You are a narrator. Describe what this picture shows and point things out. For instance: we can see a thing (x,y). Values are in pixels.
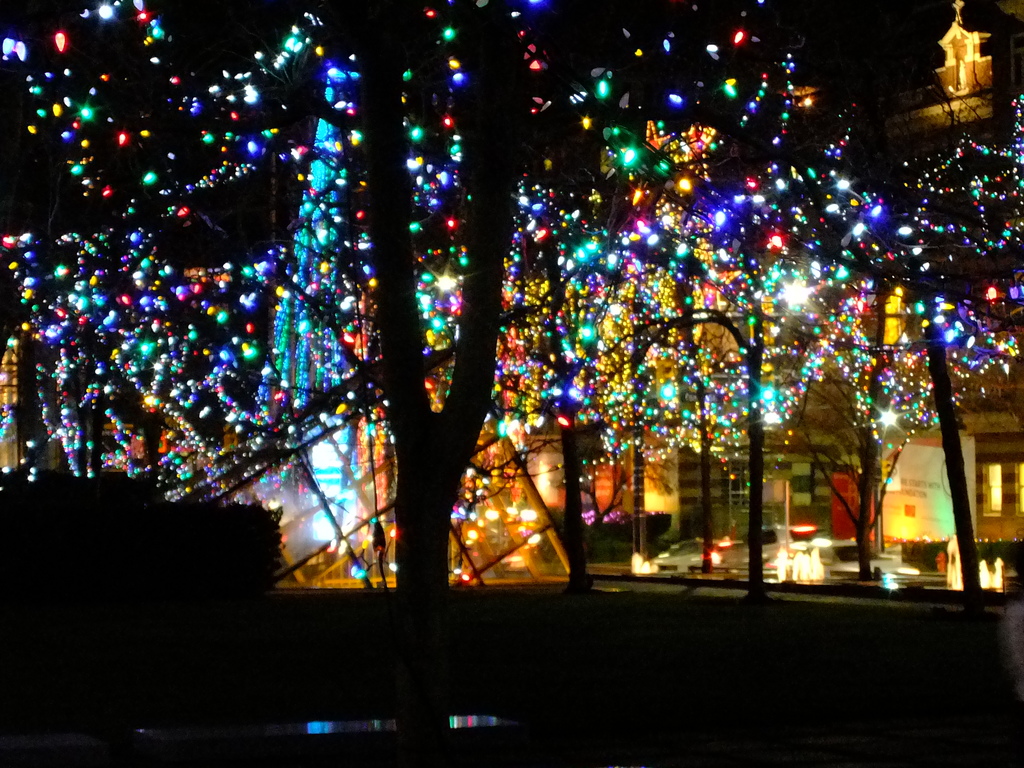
In this image, we can see some trees (799,254) in front of the building (952,138) decorated with some lights (901,294).
